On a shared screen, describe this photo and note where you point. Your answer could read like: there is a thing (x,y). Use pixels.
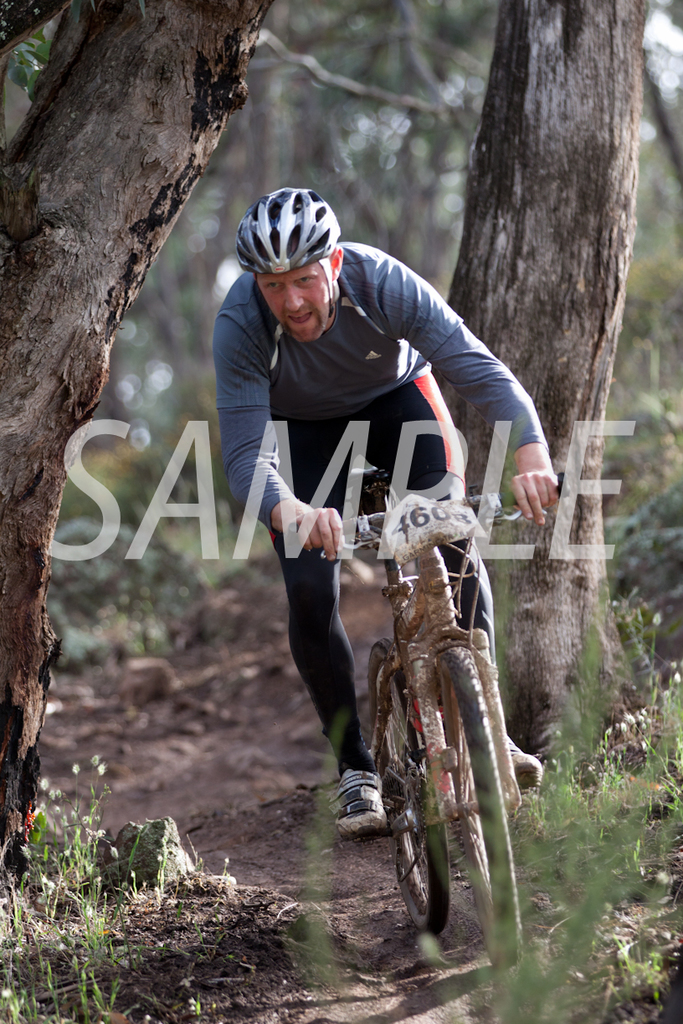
In this image I can see a person (351,383) wearing grey and black colored dress (295,364) is riding a bicycle (422,780) on the ground (188,830). I can see he is wearing a helmet (308,237). I can see the ground (187,747) and few trees (392,105) in the background (377,69).
